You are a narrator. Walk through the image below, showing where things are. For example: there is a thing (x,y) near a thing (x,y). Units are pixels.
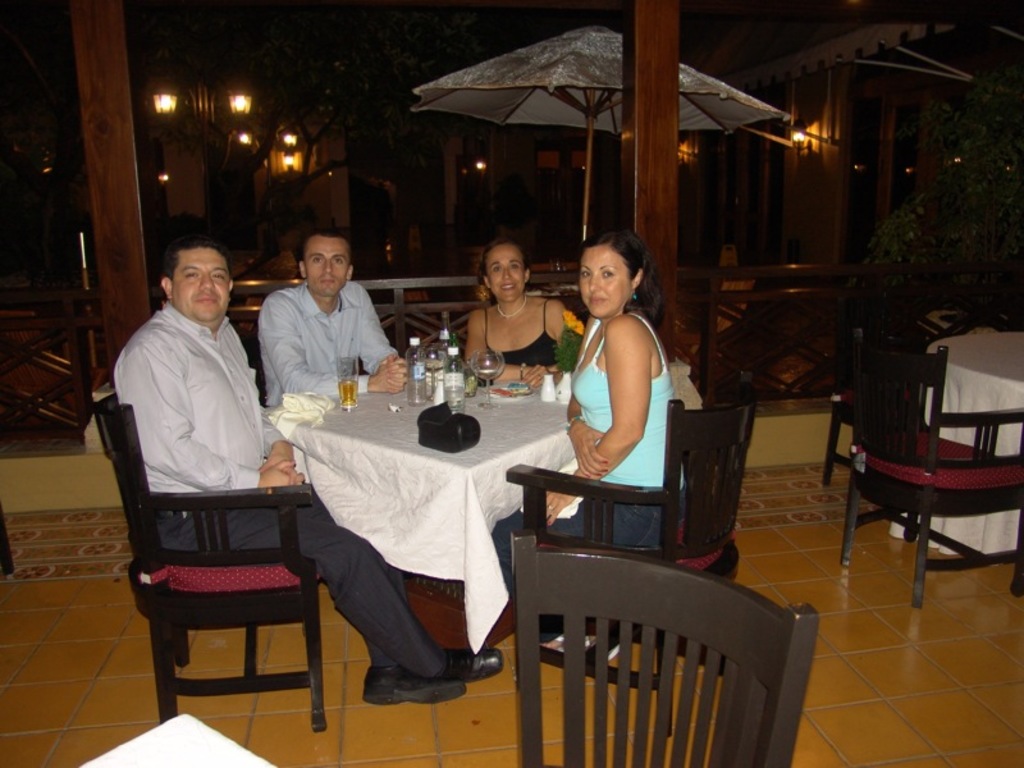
In this picture we can see two man (343,294) and two women (546,332) sitting on chairs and in front of them there is table (404,452) and on table (405,485) we can see bottle (418,389), glass (347,369), drink (344,381) and cloth (500,432) on the table (438,483) and in the background (333,135) we can see lights (295,161) on trees (257,68), umbrella (538,81), pillars (95,122) and here on floor (833,592) we can see some more chairs (890,416) and tables (946,436).
